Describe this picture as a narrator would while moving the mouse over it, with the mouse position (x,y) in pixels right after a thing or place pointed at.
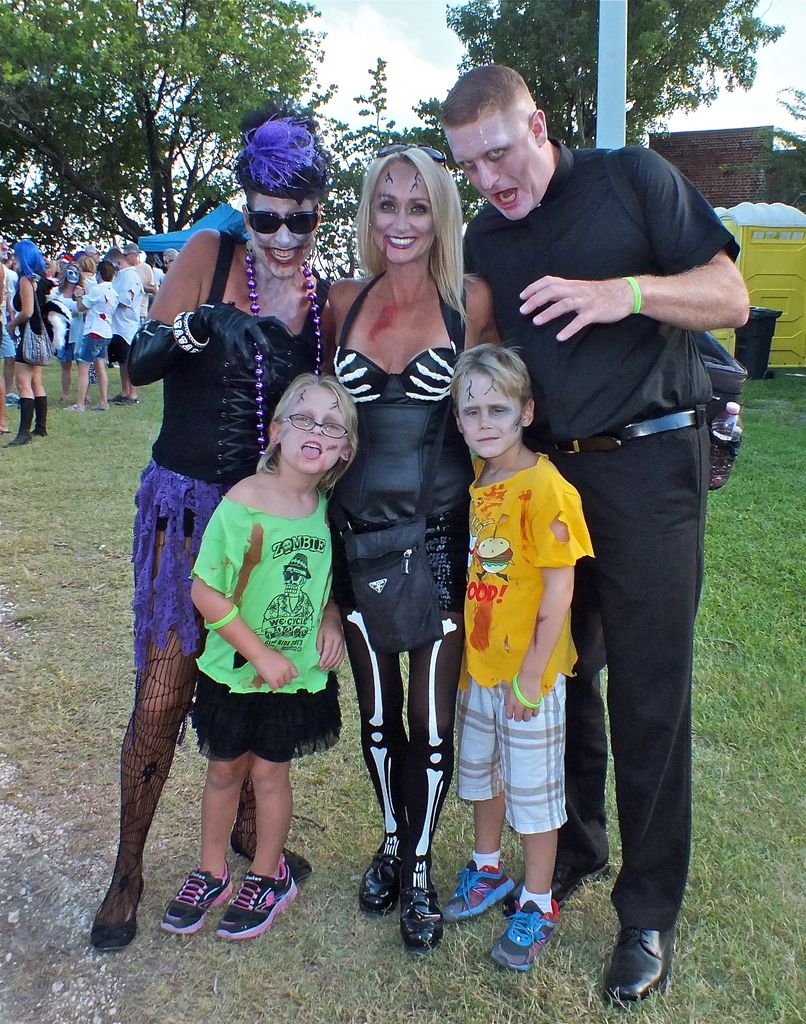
In this image I can see group of people (413,664) standing. In front (549,664) the person (520,562) is wearing yellow and white color dress (527,732) and the person (248,714) at left (262,628) is wearing green and black color dress (253,680). Background (28,128) I can see few persons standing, a tent (206,222) in blue color, trees (181,212) in green color and the sky (347,39) is in white color.
